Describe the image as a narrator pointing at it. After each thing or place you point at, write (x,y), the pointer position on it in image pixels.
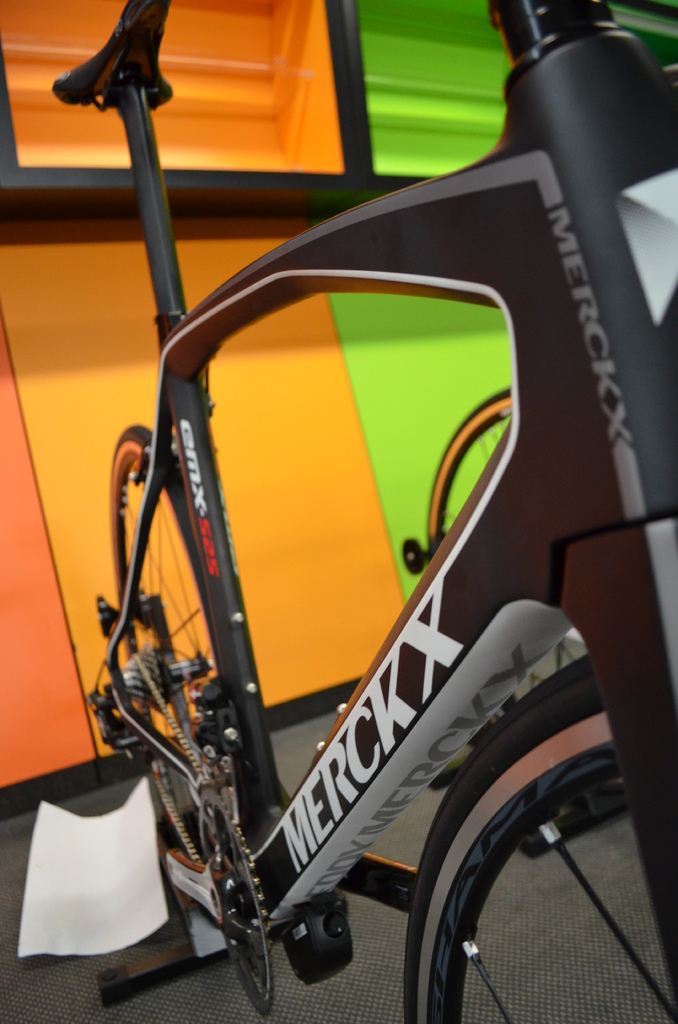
In this image I can see a bicycle (662,680) in black color. Background (401,500) I can see a wall (40,294) in orange and green color.
